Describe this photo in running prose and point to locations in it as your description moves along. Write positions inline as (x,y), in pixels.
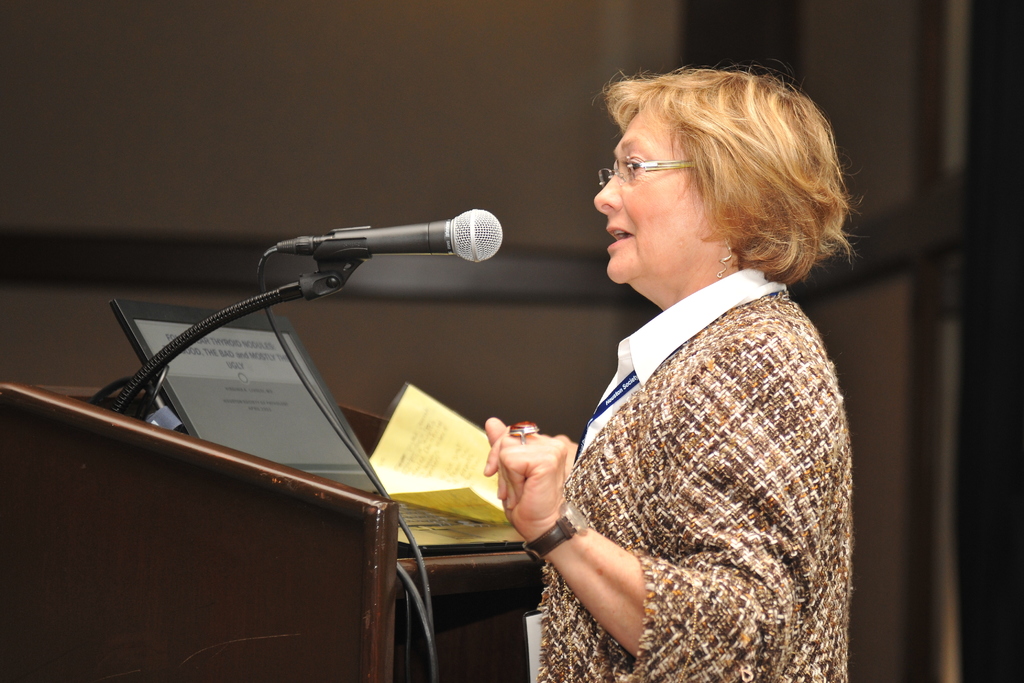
In this image we can see a woman (546,464) standing at the podium (288,511). On the podium (476,560) there are papers (411,461), laptop (268,407) and a mic (326,285) attached to it.
